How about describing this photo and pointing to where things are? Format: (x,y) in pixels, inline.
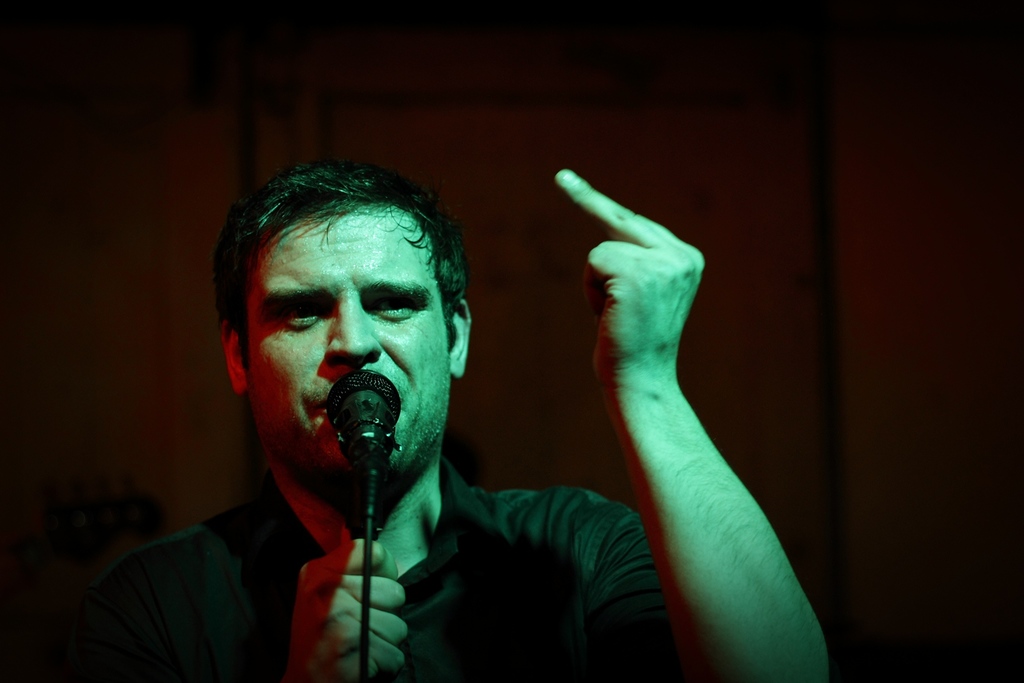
In this image in the foreground (385,490) there is one person (316,398) who is talking, and in front of him there is one mike (349,420) and there is blurred background (121,187).
